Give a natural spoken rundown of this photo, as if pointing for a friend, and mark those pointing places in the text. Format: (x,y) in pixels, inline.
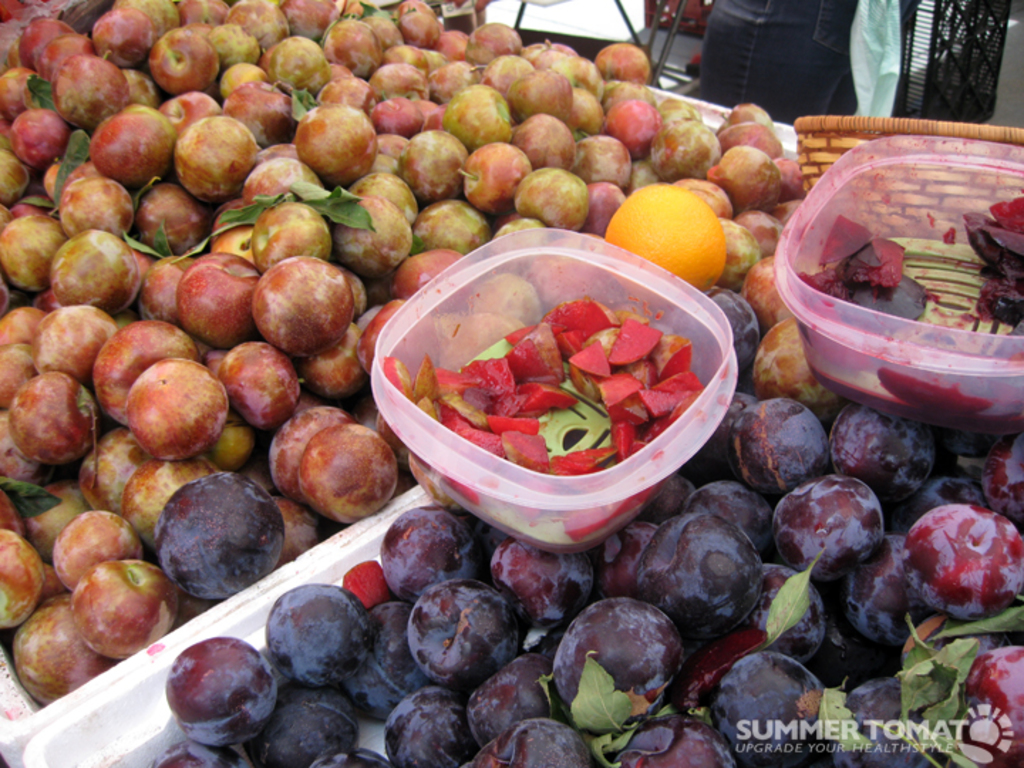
In this image there are fruits (311,331) in the center (671,502). At the top (713,39) there are black colour stands (934,54) and the leg (784,57) of the person (800,61) is visible.
